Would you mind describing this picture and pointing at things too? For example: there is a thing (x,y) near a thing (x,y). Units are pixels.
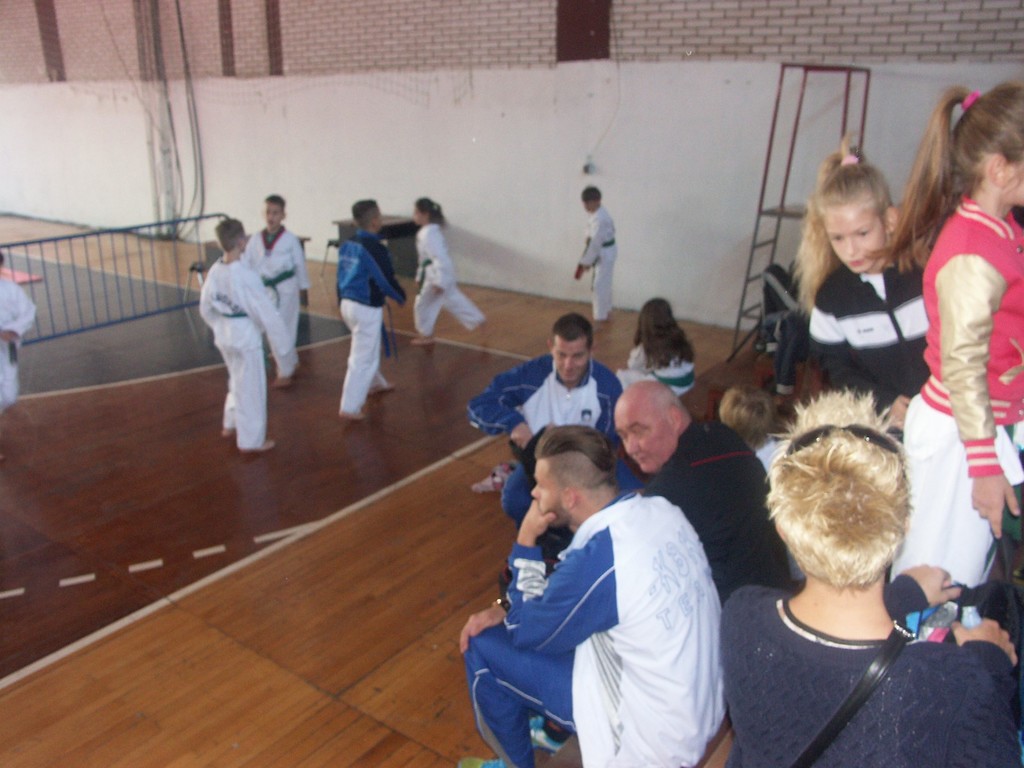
In the center of the image (364,316) we can see someone wearing a uniform (229,404). On the right side of the image (747,660) we can see some person (768,492) and some of them are sitting. In the background of the image (67,274) we can see barricade (167,257), stand (763,180), wall (730,287), pipes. At the bottom of the image (336,560) we can see the floor (370,636).
